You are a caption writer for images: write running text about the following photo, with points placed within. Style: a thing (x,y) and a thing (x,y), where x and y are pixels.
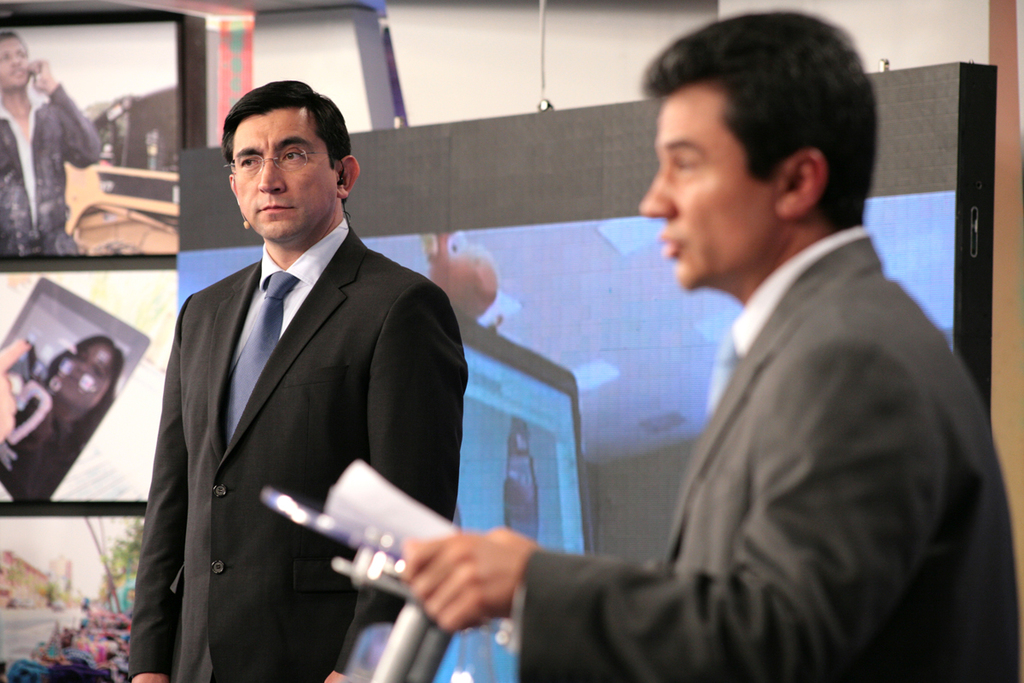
In this picture there are two men (769,157) on the right (697,194) and left side of the image (310,461) and there is a projector screen (548,379) in the background area of the image (417,227) and there are posters (128,396) on the left side of the image (147,317).
